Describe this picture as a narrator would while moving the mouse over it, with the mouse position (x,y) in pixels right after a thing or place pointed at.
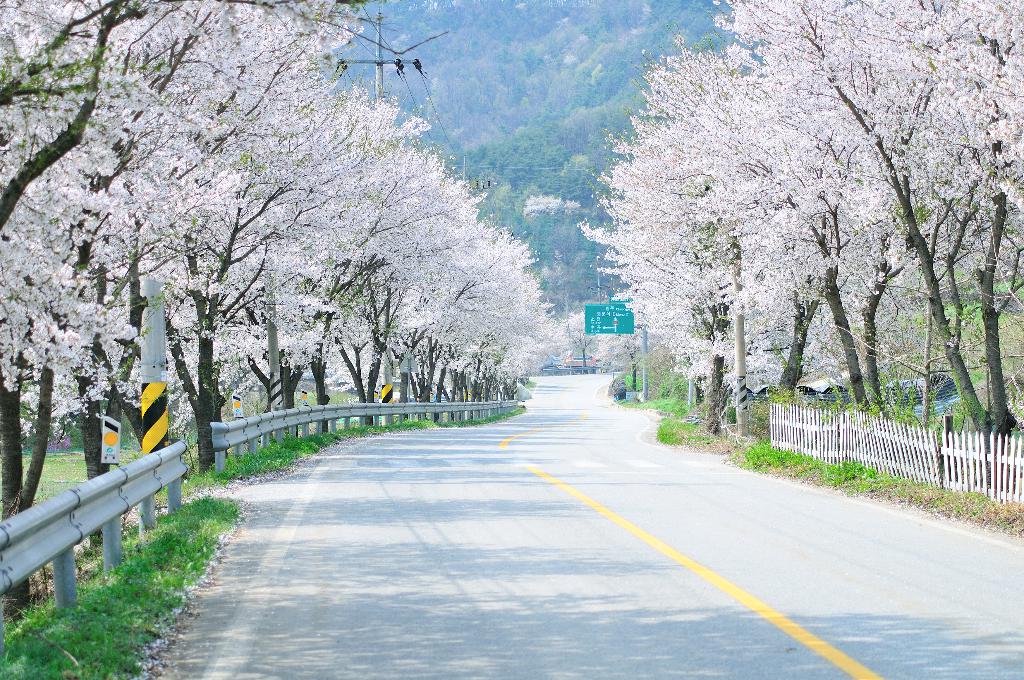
In this image there is a road (566,412), on the either side of the road (460,515) there are trees (650,242), on the trees (381,196) there are flowers (405,240), in the background of the image (527,181) there are mountains (492,56).
